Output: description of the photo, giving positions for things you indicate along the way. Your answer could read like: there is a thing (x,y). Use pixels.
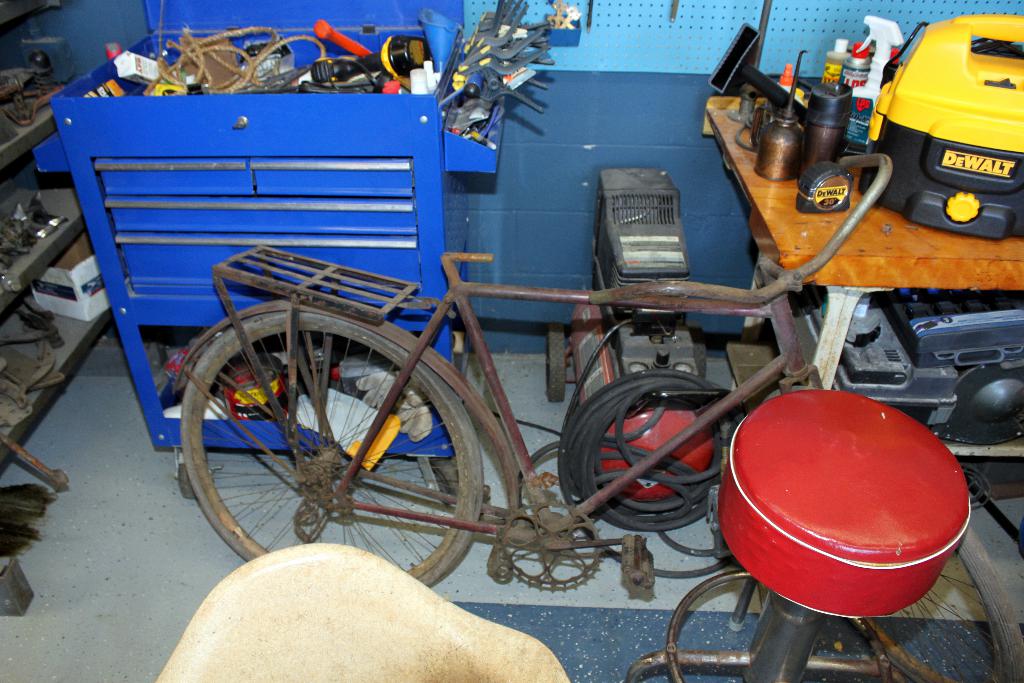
In this image we can see a bike (448,365). There are many objects (907,190) placed on the table (889,232). There are many objects (342,427) placed in the cupboard (424,226). There are many objects (51,271) placed on the rack (46,256). There are few objects (614,459) placed on the floor (532,432).
